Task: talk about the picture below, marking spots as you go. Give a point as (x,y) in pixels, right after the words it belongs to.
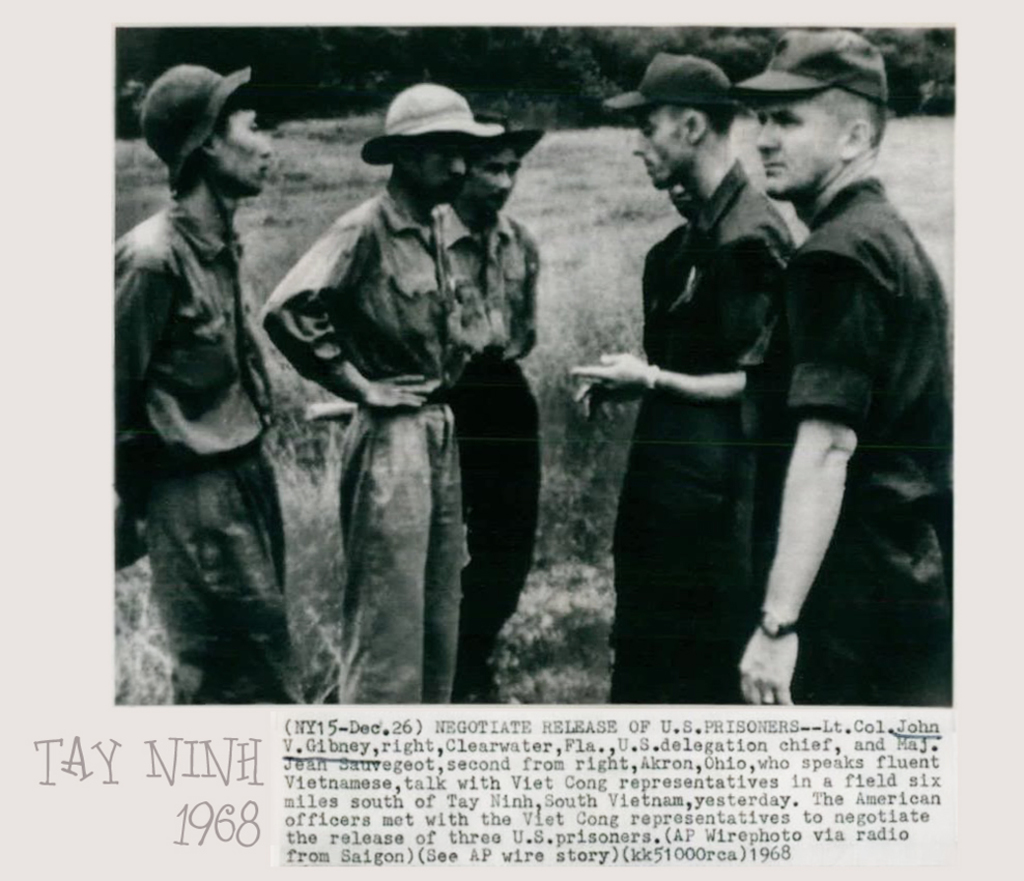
In the image we can see the paper (220,450), on it there are pictures (491,481) of people (514,441) standing, wearing clothes (528,572) and cap (407,99). Here we can see grass (620,288) and trees (597,57). Here we can see the text (385,811).
